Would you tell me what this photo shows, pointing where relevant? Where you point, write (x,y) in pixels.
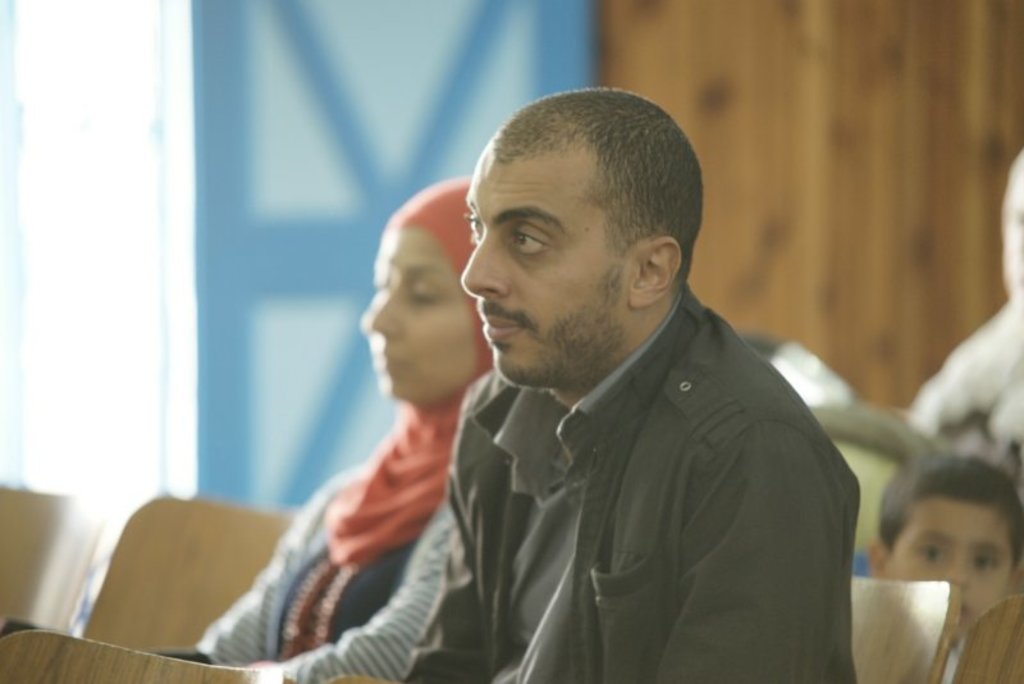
In the center of the image (509,339) we can see some persons (382,511) are sitting on the chairs (4,606). In the background of the image (223,130) we can see the wall (831,43), board (372,147).
